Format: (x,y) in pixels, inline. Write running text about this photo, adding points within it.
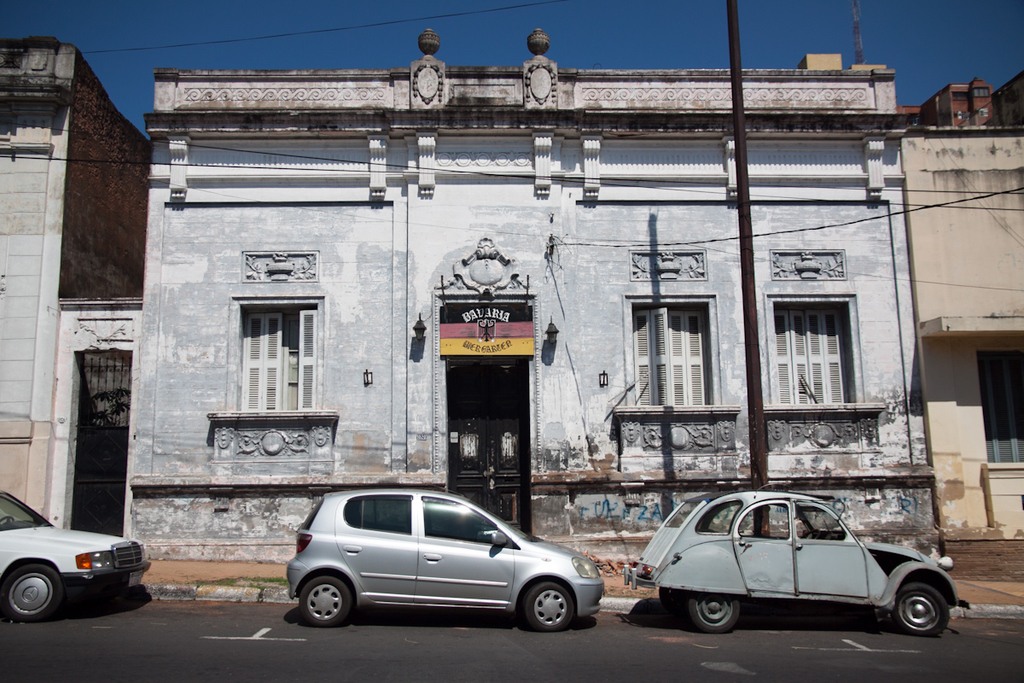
In this image, there are a few buildings (952,375). Among them, we can see a building (474,287) with some objects (461,287) attached to it. We can see a board (481,354) with some text (471,344). We can see a pole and some wires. There are a few vehicles (819,589). We can see the ground (404,676) and the sky (590,39).
